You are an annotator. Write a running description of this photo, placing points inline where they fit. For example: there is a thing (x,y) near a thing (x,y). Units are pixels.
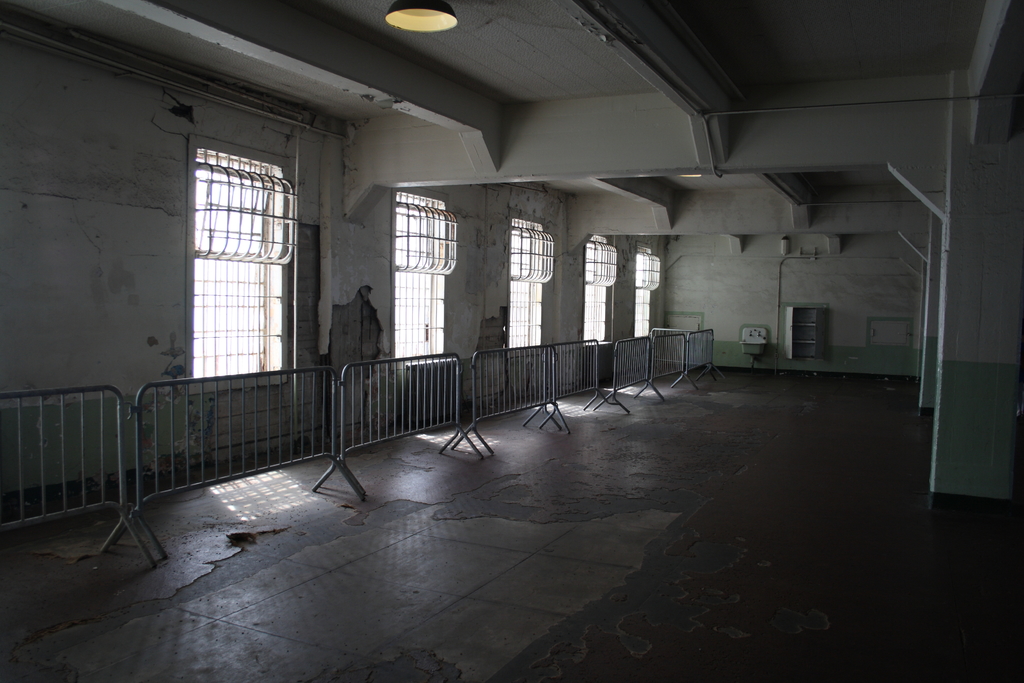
In this image we can see a building (450,303), grills (260,261), barrier poles (660,398), and walls (40,235).
